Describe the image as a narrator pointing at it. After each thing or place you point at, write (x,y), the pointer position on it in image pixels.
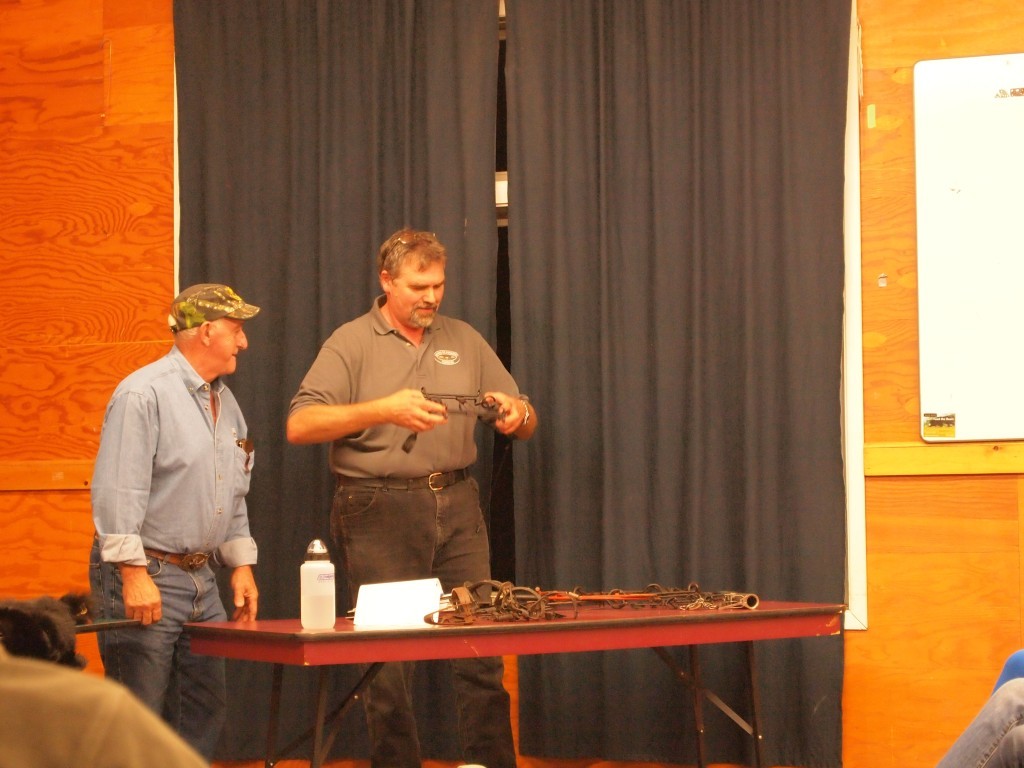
The person (400,499) wearing black jeans (422,538) is holding an object (454,400) in his hand (415,406) and there is a person (185,444) beside and there is a table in front of them which consists of some objects (508,613) on it and there is a curtain (378,149) in background (574,170).
